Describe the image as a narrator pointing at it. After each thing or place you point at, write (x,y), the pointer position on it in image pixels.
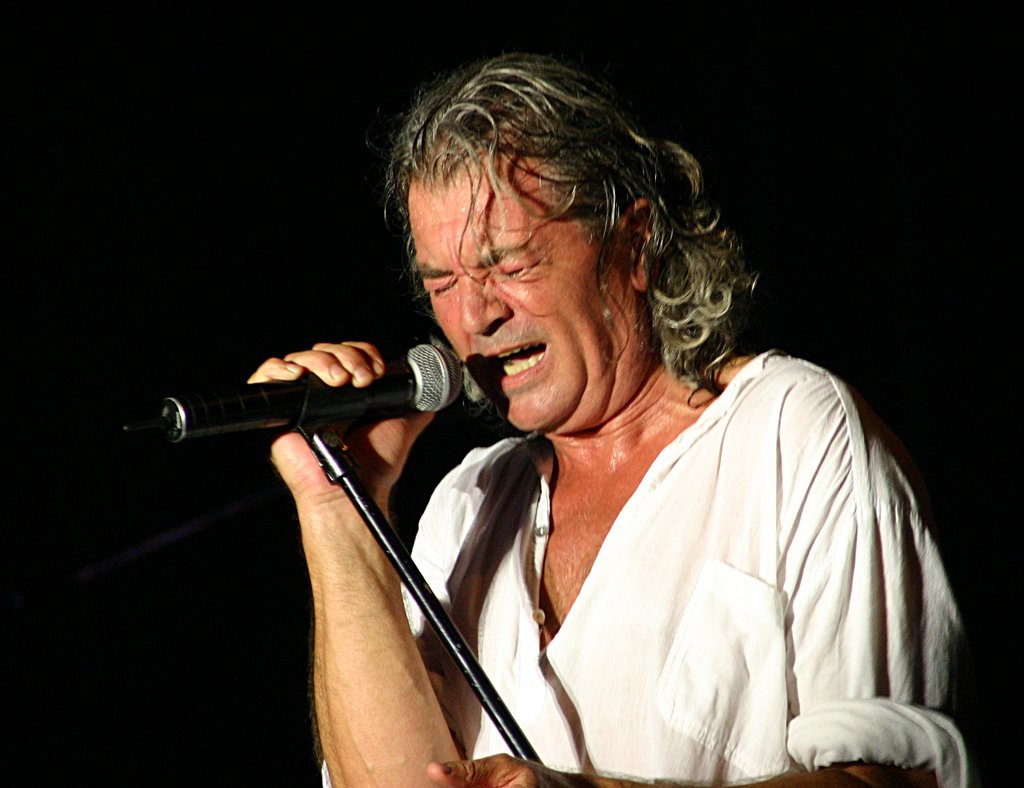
In this image there is a man (766,565) who is singing through the mic (381,390) which is in front of him.
